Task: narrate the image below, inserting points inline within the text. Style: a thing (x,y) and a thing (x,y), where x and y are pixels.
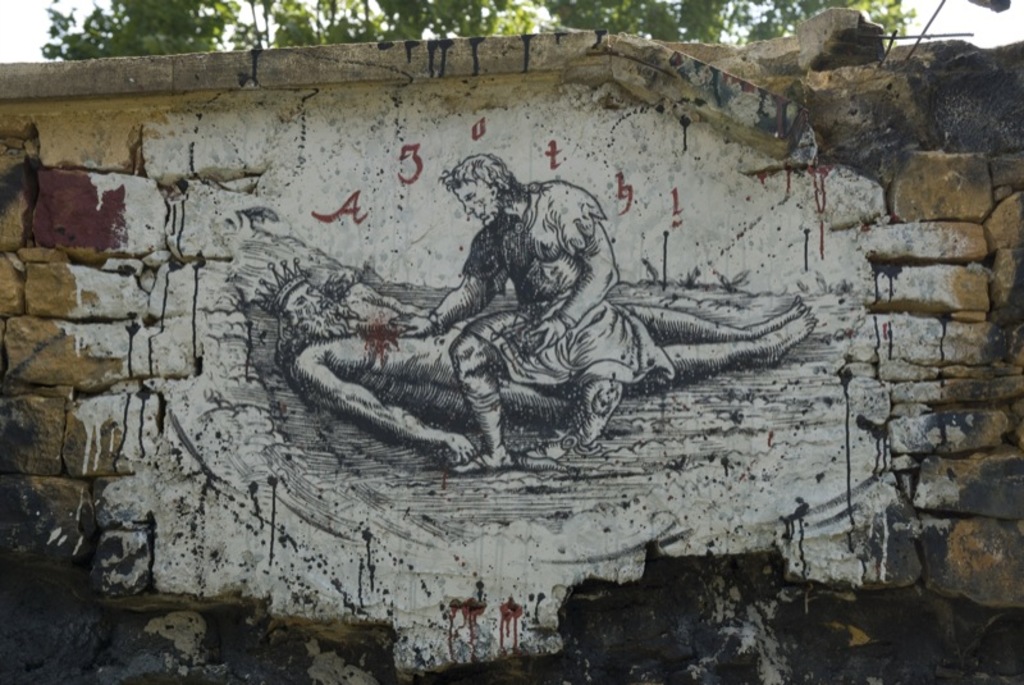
In this image we can see some painting (596,363) and text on a wall (607,273). On the top of the image (151,44) we can see a tree (141,52) and the sky (924,23).
